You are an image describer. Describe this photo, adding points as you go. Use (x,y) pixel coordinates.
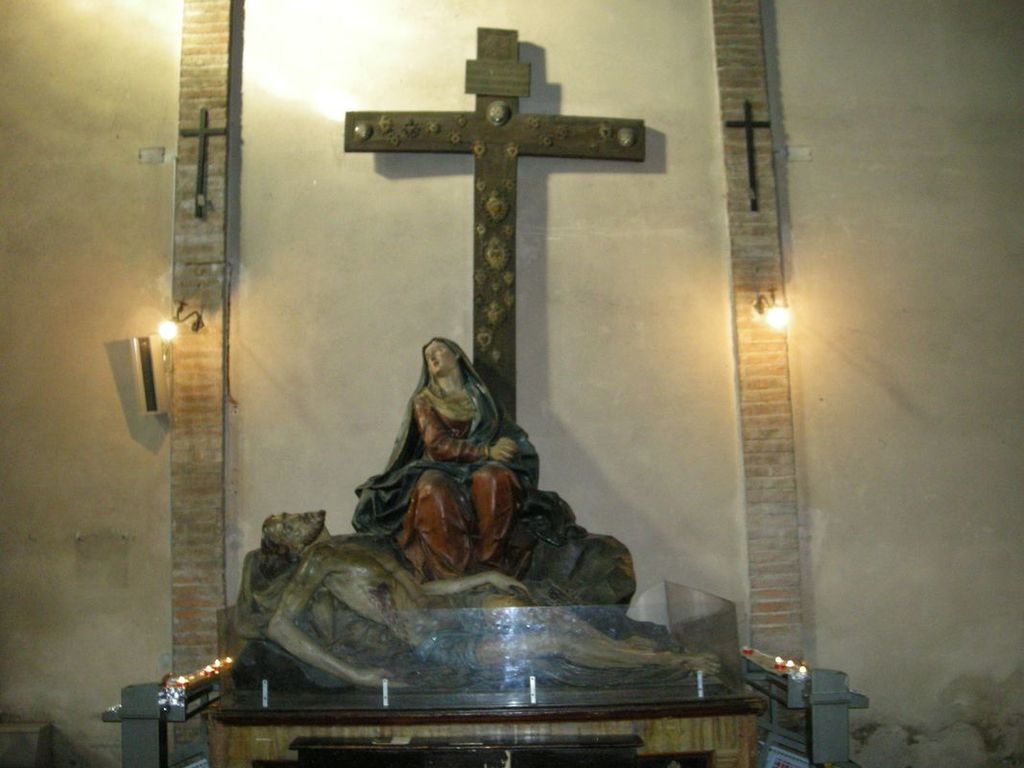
In this image there is a sculpture (574,572). In the background (628,225) there is a wall (845,173) and we can see lights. There is a cross (497,299).
